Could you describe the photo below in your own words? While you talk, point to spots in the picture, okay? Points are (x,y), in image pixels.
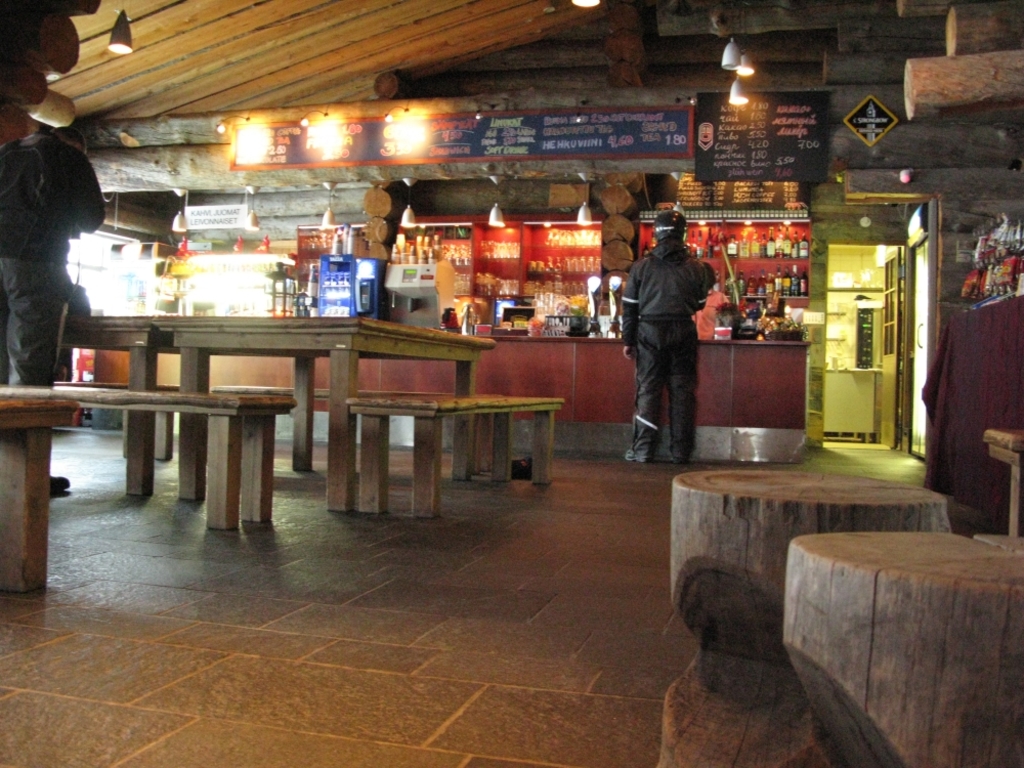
In this image I can see few people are standing and also I can see few benches (200,403) and tables (208,368).
